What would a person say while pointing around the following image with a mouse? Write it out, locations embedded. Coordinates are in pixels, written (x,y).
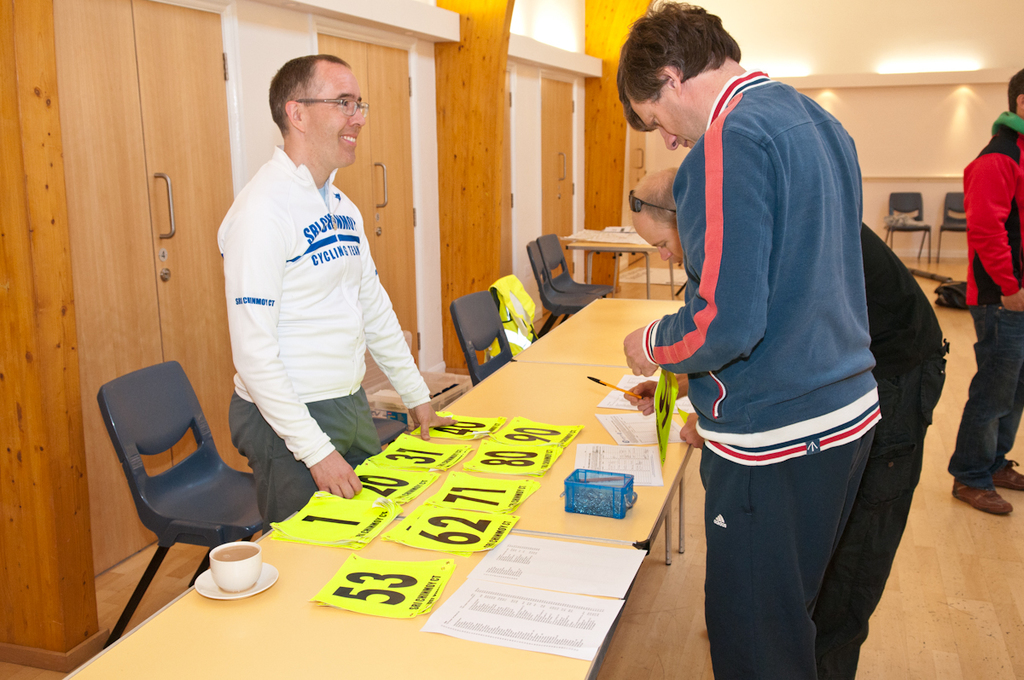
There are three people (274,249) standing. this is the table (336,650). These are the green papers (386,490) with numbers (390,583) on it. This is a blue color object (607,517) and cup (228,575) and saucer (224,592) placed on the table (409,667). these are the empty chairs (464,343). These are the doors (198,251) with door handle (166,175). At the right side of the image (971,237) I can see another person (1001,356) standing wearing red jerkin (1002,204). I can see some green color object (523,304) here. I think this is the bag (951,299) on the floor (952,310).
